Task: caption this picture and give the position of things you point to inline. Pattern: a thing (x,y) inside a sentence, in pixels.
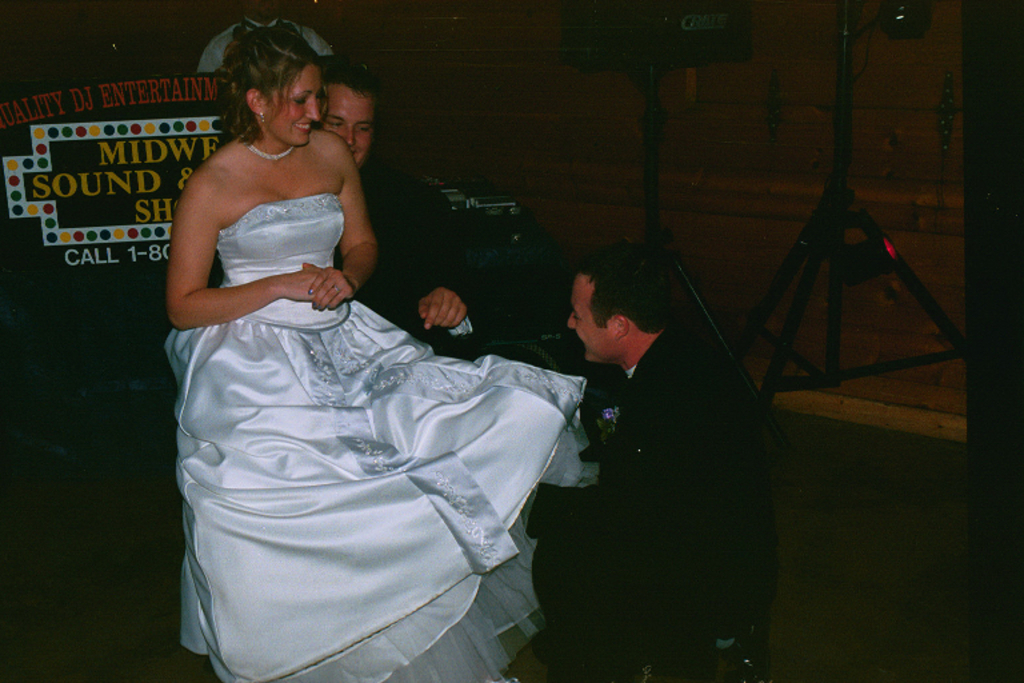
In the image there is a man (668,416) with black dress (657,431) is sitting on the floor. In front of him there is a lady (423,404) with white frock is sitting on the person (376,287) who is wearing a black dress (404,197). In the background (651,204) there are black stands (650,117).
